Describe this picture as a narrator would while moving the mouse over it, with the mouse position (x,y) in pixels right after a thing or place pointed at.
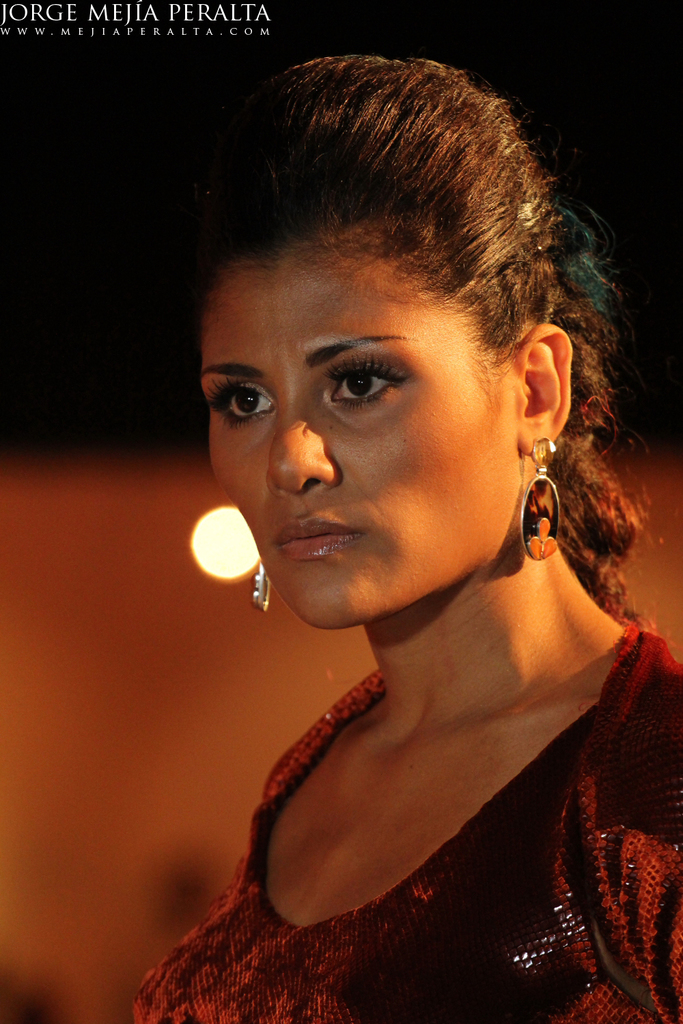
On the right side (474,889), there is a woman (486,499) watching something. On the top left (8,5), there is a watermark (243,33). In the background (244,522), there is light (208,556).
